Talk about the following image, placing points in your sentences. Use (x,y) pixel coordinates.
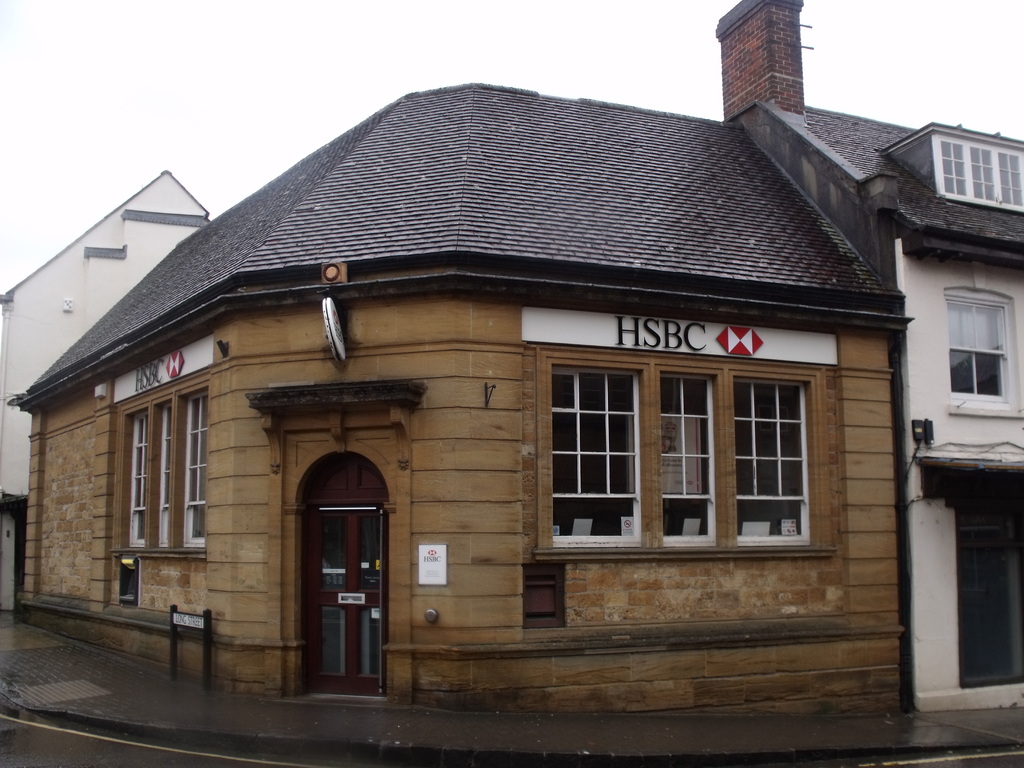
In this image I can see a building (588,394) and glass windows (976,342). It is in brown, black and white color. We can see a door (344,568). The sky (251,80) is in white color.
